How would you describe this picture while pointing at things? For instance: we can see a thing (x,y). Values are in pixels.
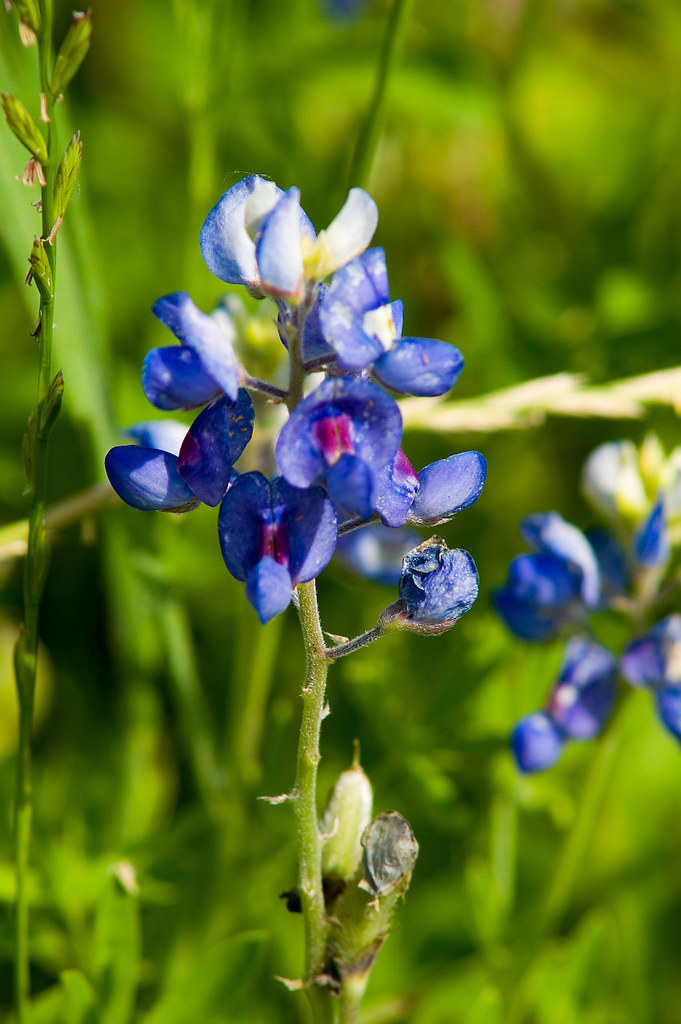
This is the picture of flowers (370,539) on a plant (303,911). And there are leaves (597,296) in the background (502,315).
